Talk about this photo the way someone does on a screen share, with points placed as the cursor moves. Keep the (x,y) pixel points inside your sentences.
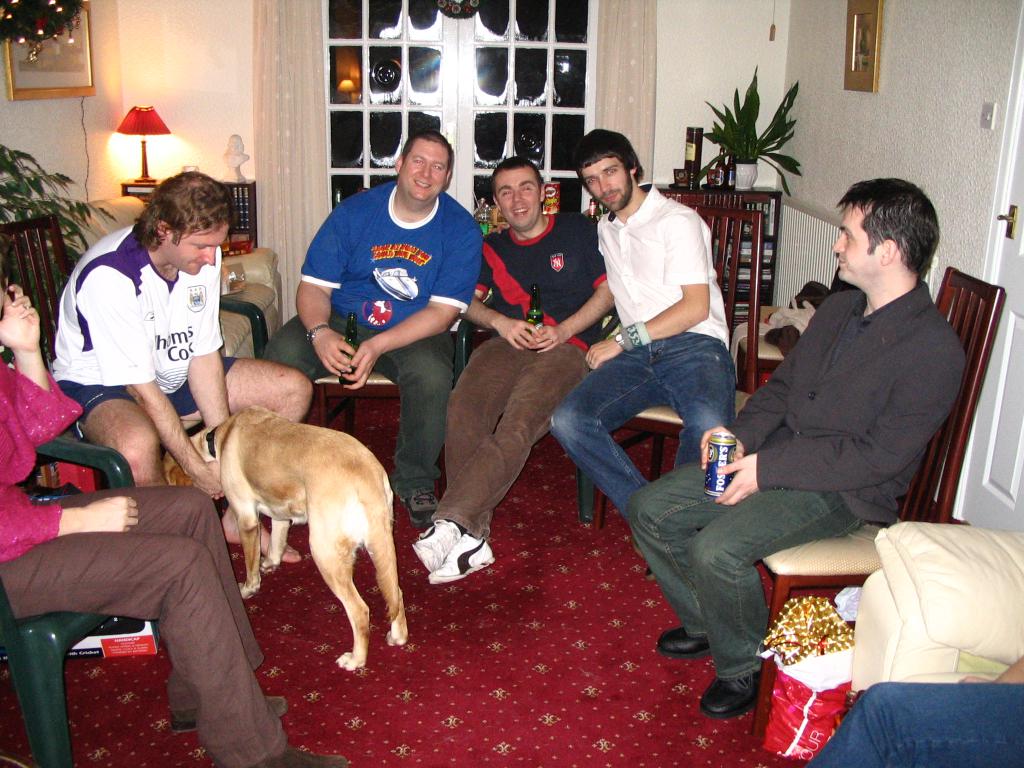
In this picture there are group of people (381,332) who are sitting on the chair (745,377). There is a dog (318,474). There is a bottle (538,331), tin (723,454), cover (802,644), lamp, frame (66,64) and flower pot (752,168) on the table (768,234). There is a door (998,427).
